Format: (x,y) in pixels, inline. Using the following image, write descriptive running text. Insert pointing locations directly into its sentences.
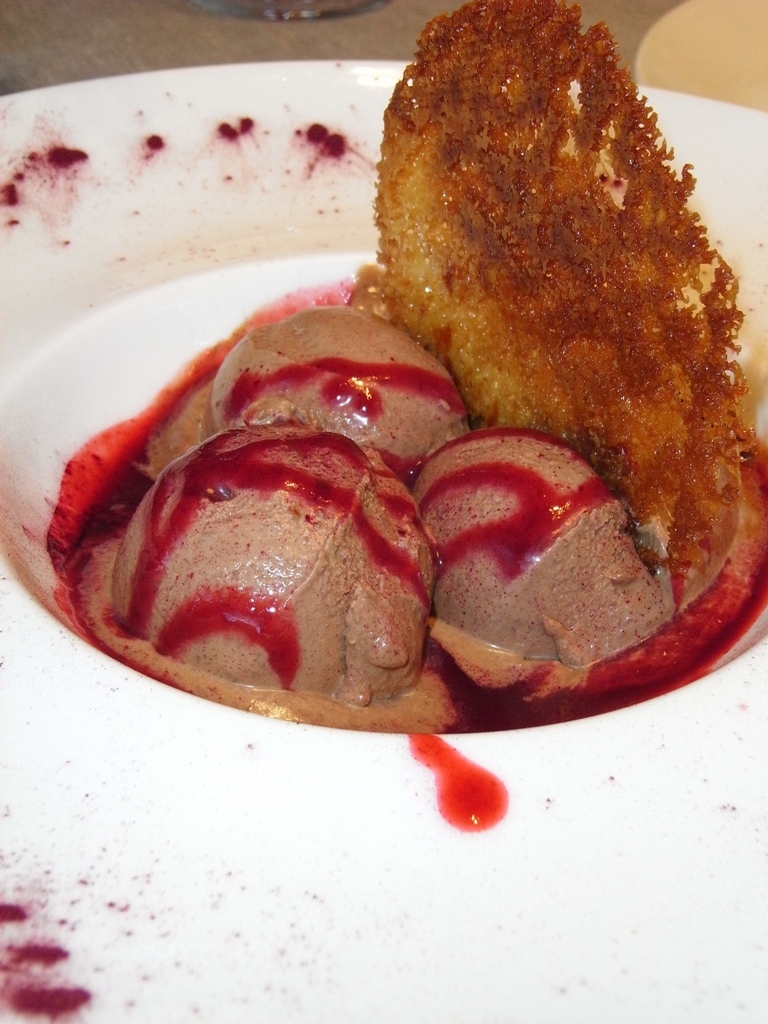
In this image there is one plate (308,255) and a bowl (26,669), and in the bowl (748,341) there is ice cream (416,548). And in the background (679,49) there are some objects (718,51).
